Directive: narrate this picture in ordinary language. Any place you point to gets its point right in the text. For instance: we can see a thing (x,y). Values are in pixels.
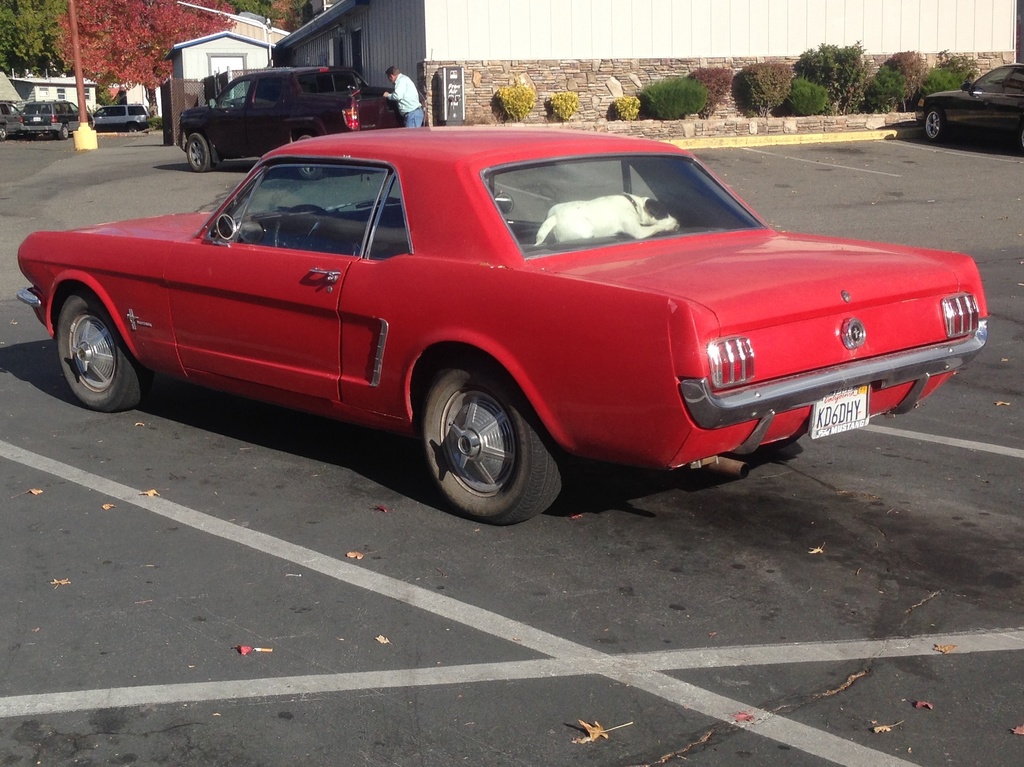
In this image I can see a red color of car (113,261) and also a dog (597,219) in it. In the background (383,109) I can see a person (388,96) and number of cars (32,117). Here I can see number of buildings (298,30) and trees (104,7). Near this building (488,93) I can see plants (514,89).
